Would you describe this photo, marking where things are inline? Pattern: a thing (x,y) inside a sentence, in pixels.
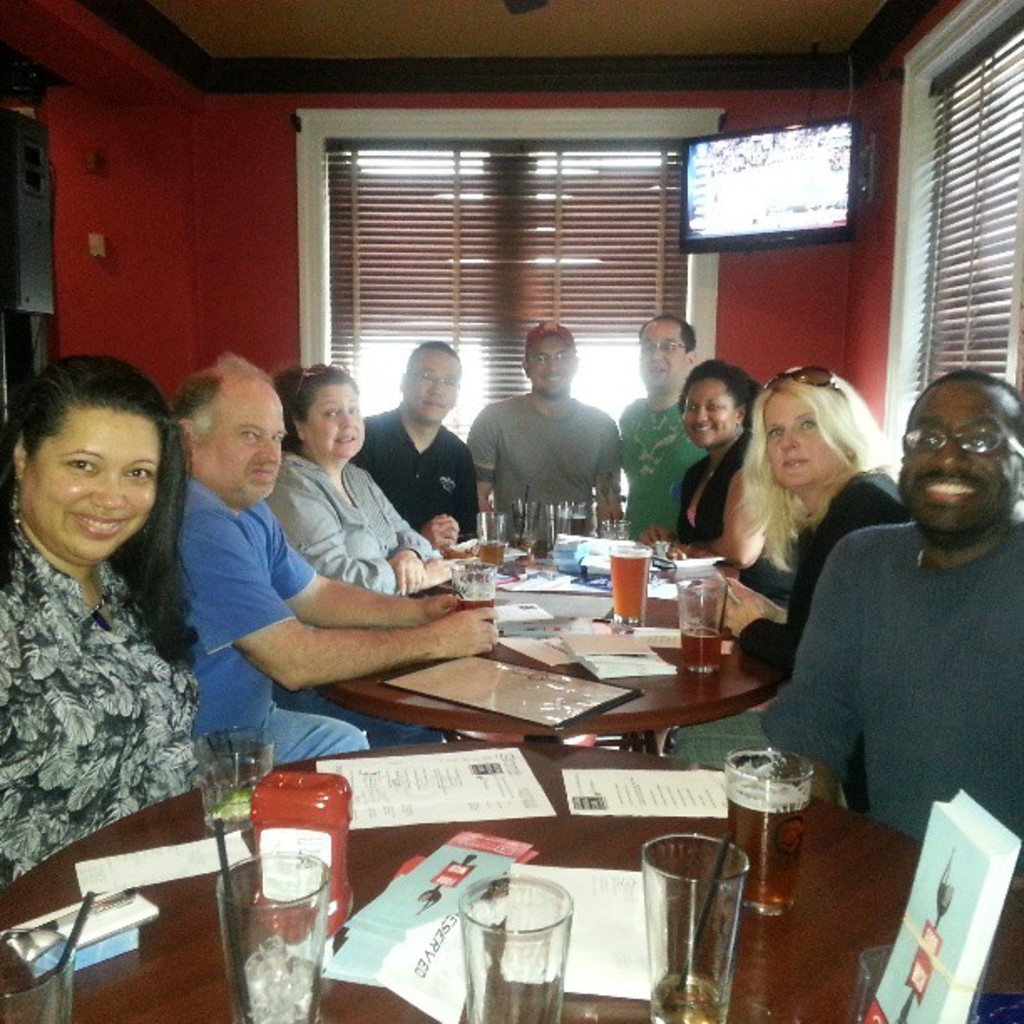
there are many person (294,409) sitting in a chair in front of a table (747,663) there are different items (770,757) on the table (741,674).
